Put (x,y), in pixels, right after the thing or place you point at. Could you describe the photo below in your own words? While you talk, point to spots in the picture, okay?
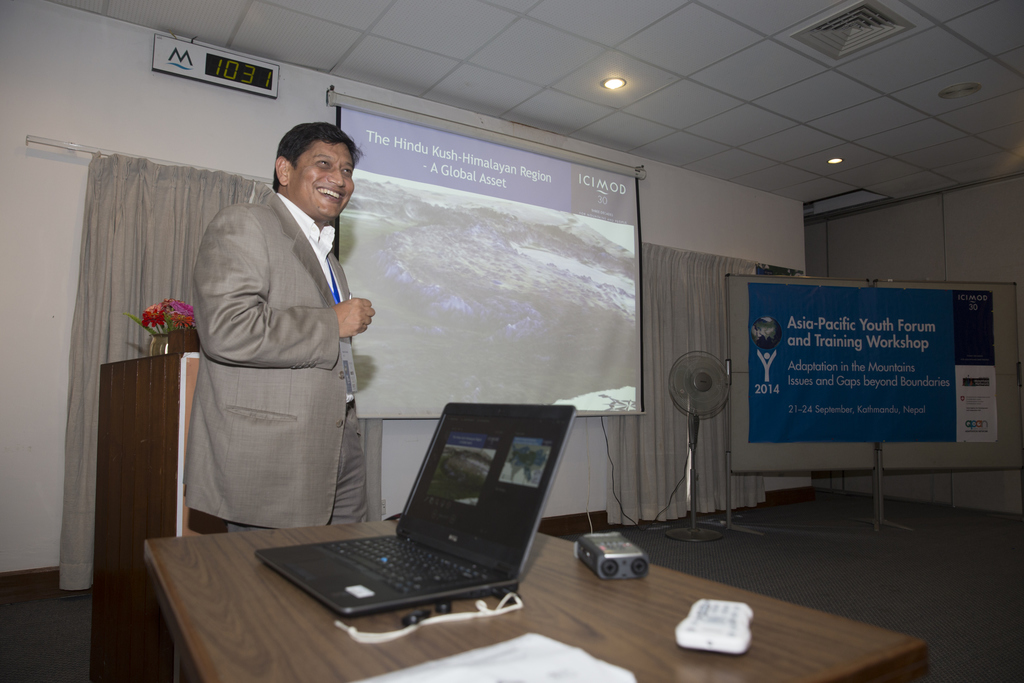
As we can see in the image there is a white color wall (76,276), curtain (156,292), screen (506,233), a man (319,219) standing, banner (757,418), fan (695,420) and on table (265,641) there is a laptop (457,565), remote (727,626) and paper (508,657).
